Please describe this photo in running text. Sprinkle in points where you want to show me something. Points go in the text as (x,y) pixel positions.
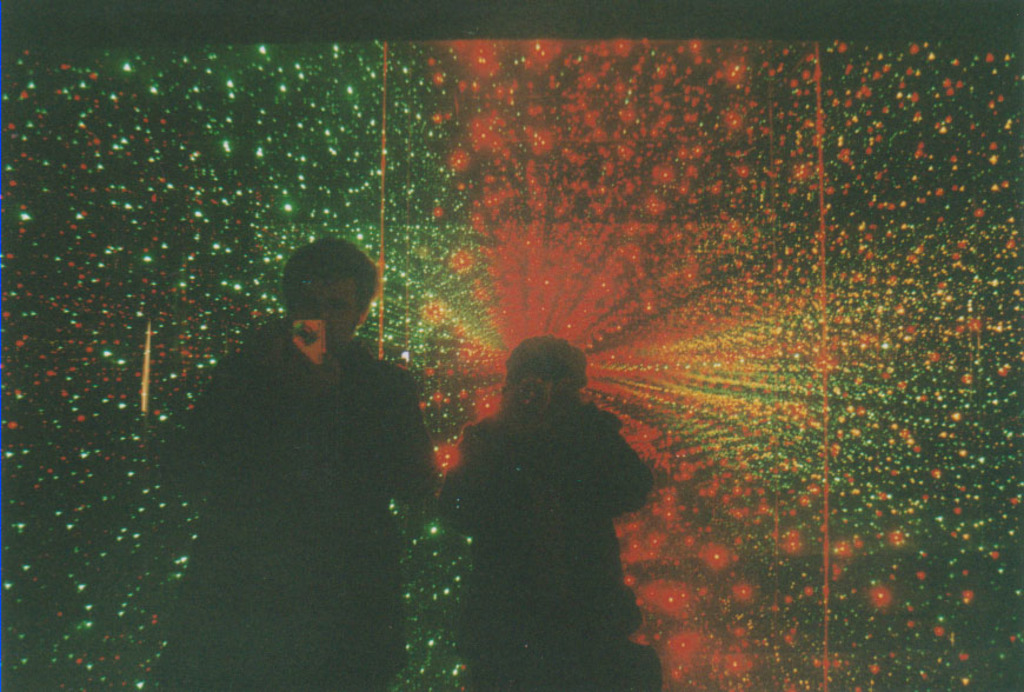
In this picture there are persons (339,386) and there are lights (716,366).
